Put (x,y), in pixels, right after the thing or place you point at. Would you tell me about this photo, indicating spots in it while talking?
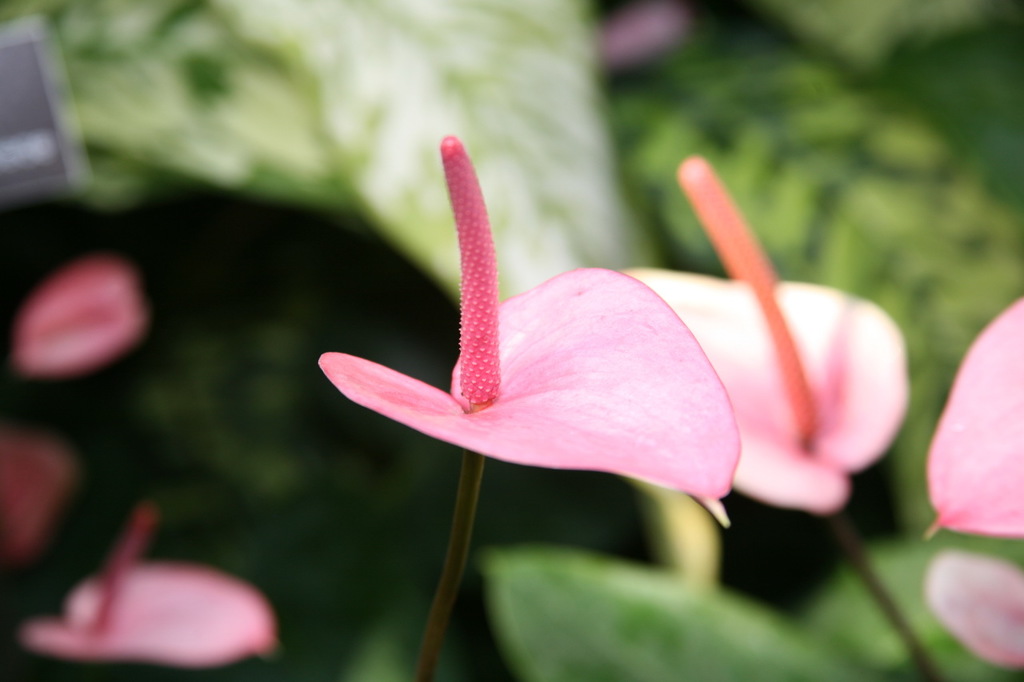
Here in this picture we can see flowers (692,441) present on a plant (701,441) and we can see the leaves (552,233) in blurry manner.
